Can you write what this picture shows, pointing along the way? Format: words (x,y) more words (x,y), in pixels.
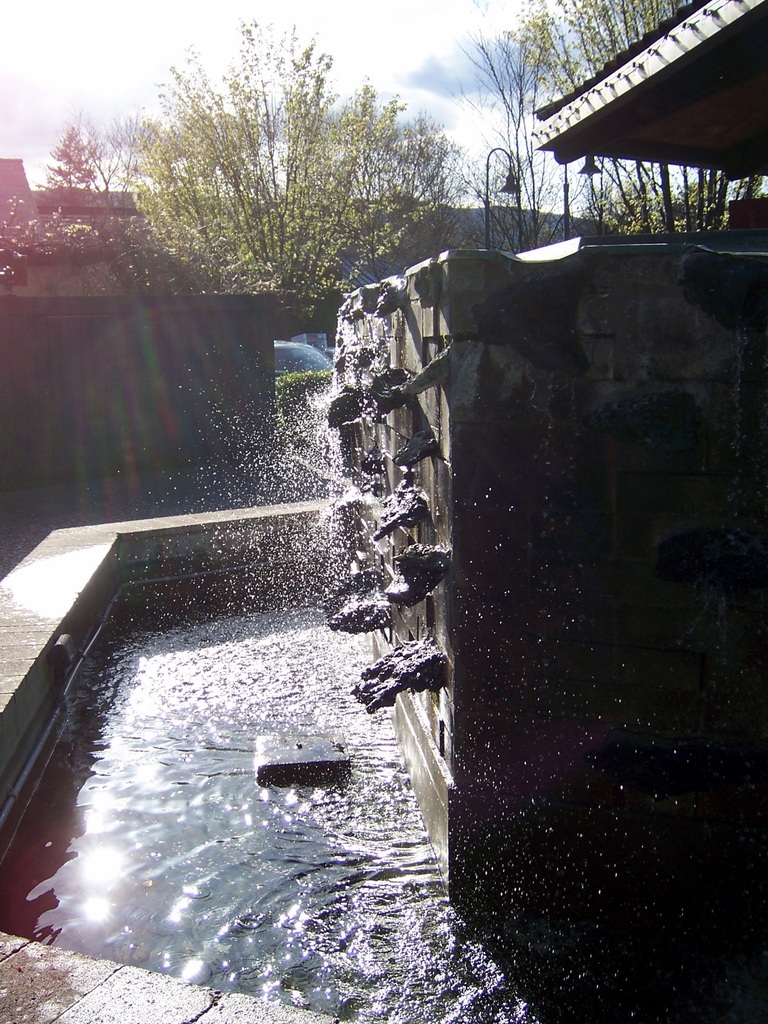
In this picture I can see water (303,886) is falling from something. In the background (266,187) I can see trees (196,98), sky (153,92) and house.
